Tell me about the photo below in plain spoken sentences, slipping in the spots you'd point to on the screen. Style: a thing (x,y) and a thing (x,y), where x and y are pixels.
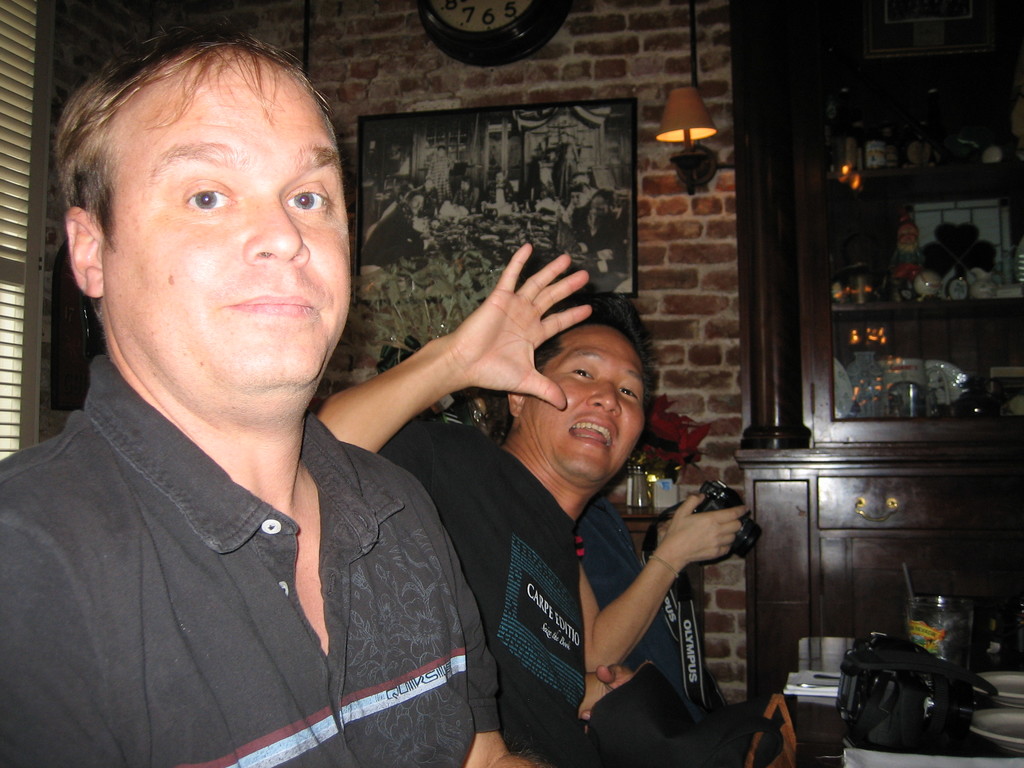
In this image on the left (275,438) there is a man (288,637), he wears a shirt (249,677). In the middle (587,497) there is a man (562,560), he wears a t shirt (541,575) and there is a person (656,588), holding a camera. In the background (892,489) there are cupboards (883,544), photo frame (596,180), lights (697,103), clock (492,19), wall (396,89), window (43,240), shelves (906,303), table plates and bag (901,672).
